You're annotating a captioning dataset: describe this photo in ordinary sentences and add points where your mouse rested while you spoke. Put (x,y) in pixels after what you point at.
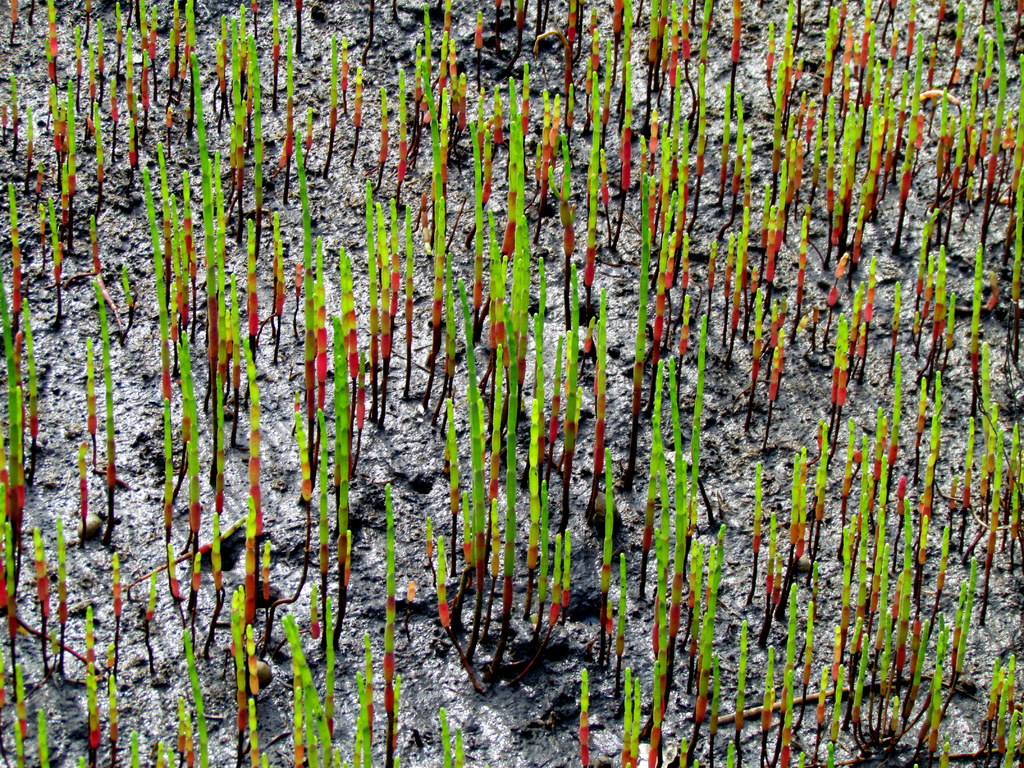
In this image I can see the field (458,665) which is in multicolor.
